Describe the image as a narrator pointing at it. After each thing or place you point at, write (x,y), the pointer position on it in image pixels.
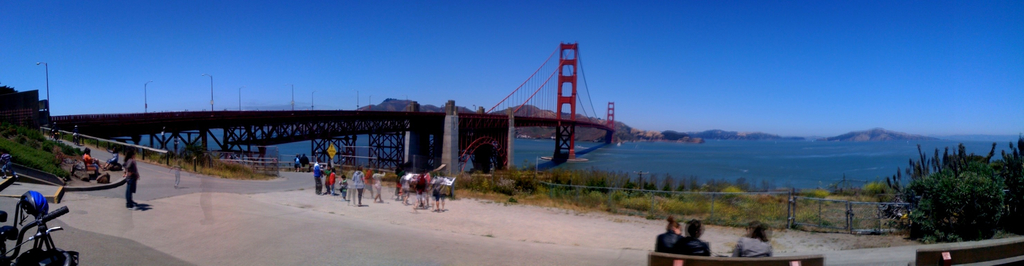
In the foreground of this image (685,248), there are few persons (750,251) sitting on the bench (788,265) and few are walking and standing on the road (148,238). On the left bottom (24,243), there are few cycles (50,243). In the background (322,127), there is a bridge (574,141), plants (782,197), fencing (856,216), trees (945,169), water (839,157), mountains (717,138) and the sky (406,32).
